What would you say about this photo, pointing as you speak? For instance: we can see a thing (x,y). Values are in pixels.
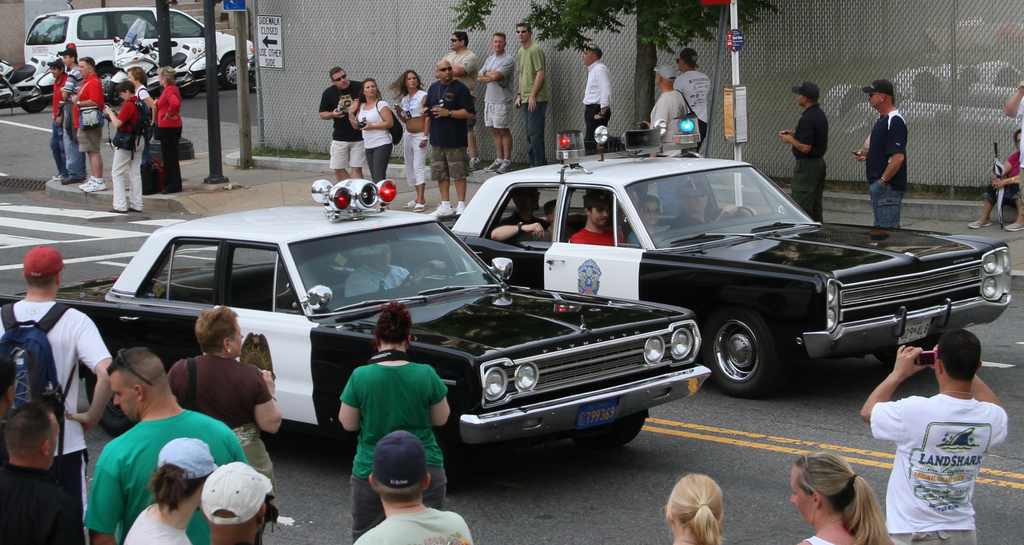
In the picture there are two cars (539,266) moving on the road (829,399) and around those cars (303,304), many people (381,434) were standing and some of them are capturing the photos of those cars (410,253). On the left side (16,70) there are few vehicles (87,52) parked beside the road (18,108).
